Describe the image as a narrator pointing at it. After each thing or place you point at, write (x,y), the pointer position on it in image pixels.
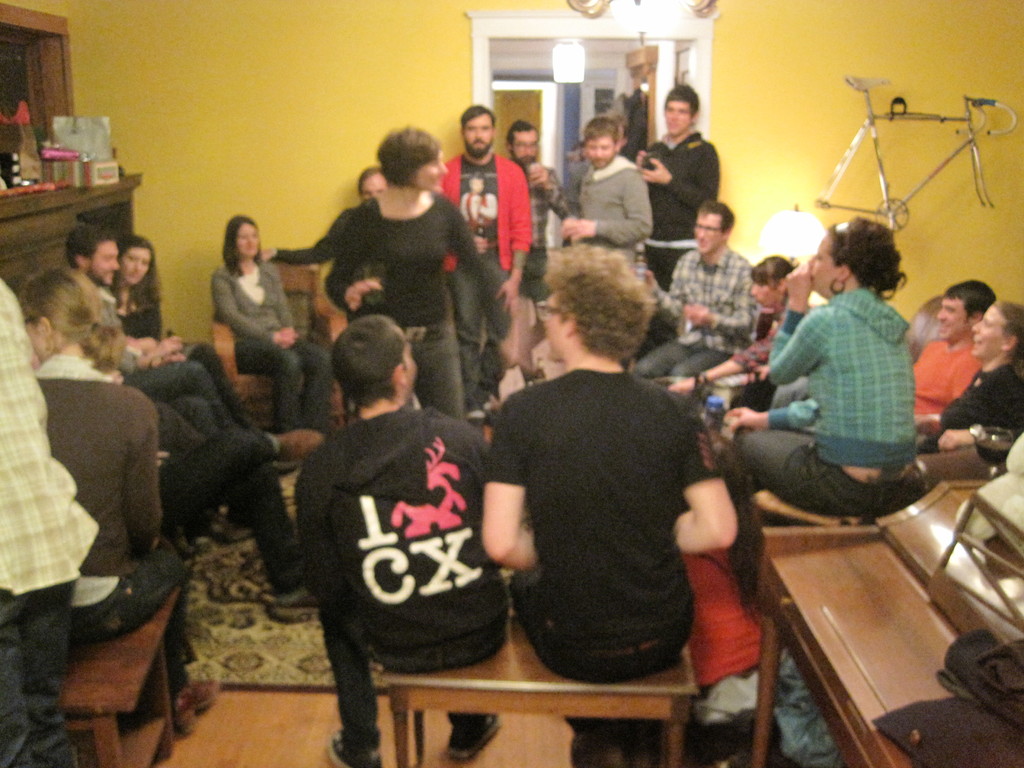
In the picture there are group of men and women (647,351) sitting on chair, on bench (507,678) and table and some are standing. The wall (338,98) is yellow in color. There is light (559,59) at the entrance (561,31) and cycle frame (875,118) to the right side of the wall (959,158).
